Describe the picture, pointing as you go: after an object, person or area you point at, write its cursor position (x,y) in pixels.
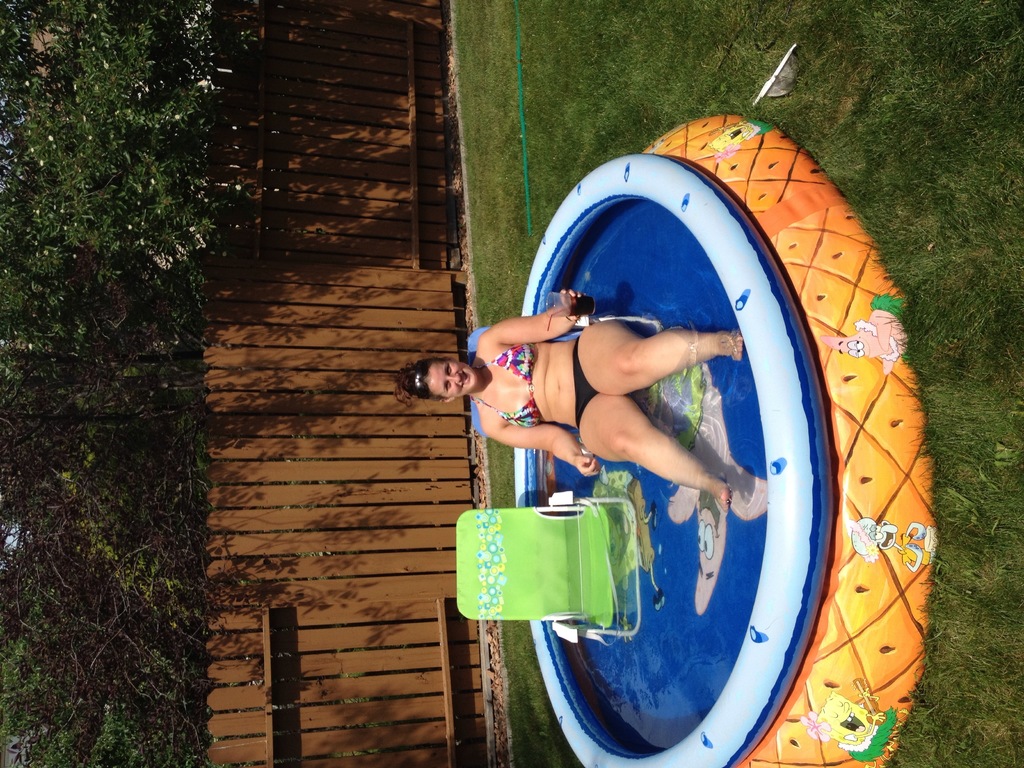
In this picture there is a woman (539,355) sitting on the chair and there is water (660,260) under the chairs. At the back (53,632) there are trees (176,564) behind the wooden railing (310,254). At the bottom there is a pipe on the grass (993,740).
